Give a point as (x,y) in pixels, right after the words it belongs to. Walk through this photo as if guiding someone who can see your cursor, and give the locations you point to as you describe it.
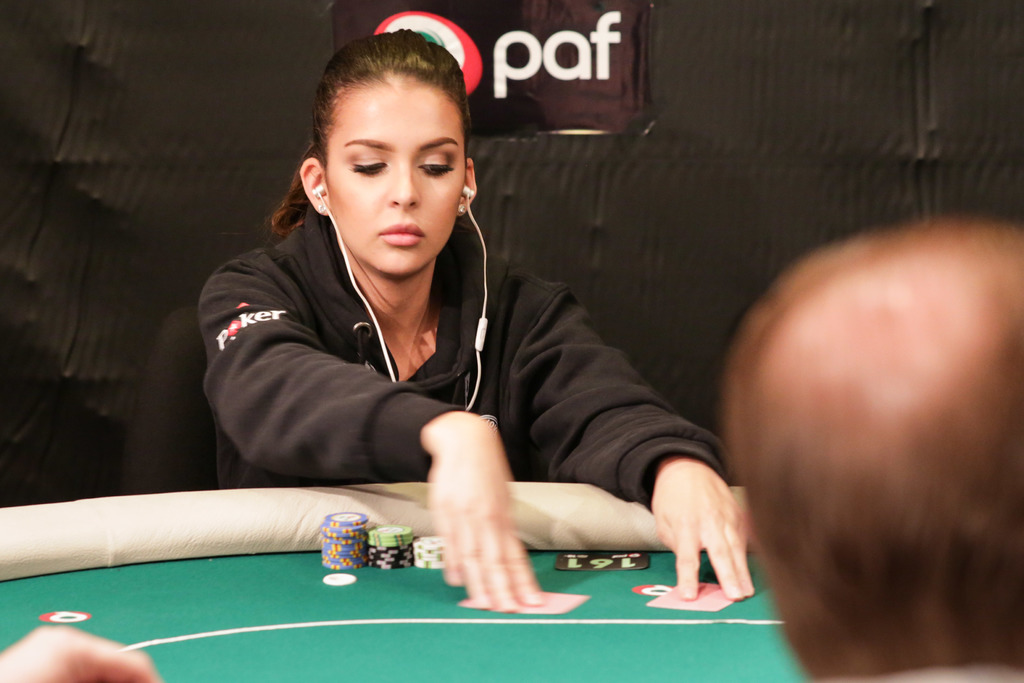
Here we can see a woman (351,62). On the background (833,31) there is a cloth (711,123).
